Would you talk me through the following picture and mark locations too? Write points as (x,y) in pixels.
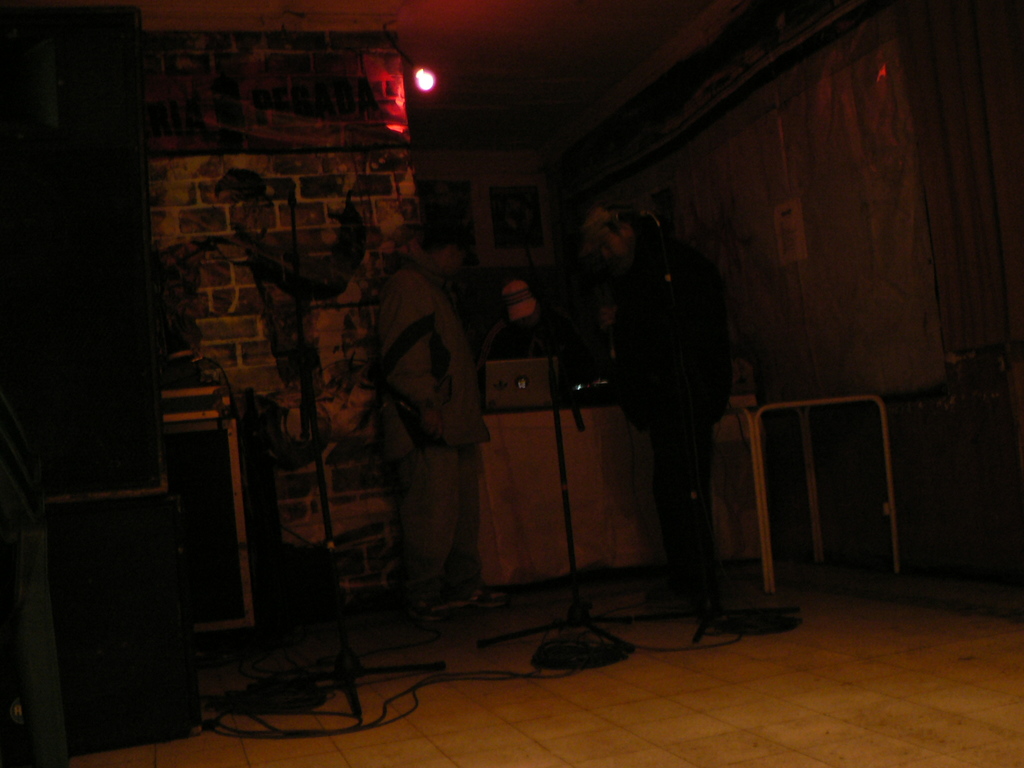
In this image I can see three people (446,385). In-front of these people (441,474) I can see the mics (344,679) and wires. To the left (147,516) I can see the sound boxes (127,433). In the background (453,184) I can see the laptop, boards (364,101) and the light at the top (415,73).
